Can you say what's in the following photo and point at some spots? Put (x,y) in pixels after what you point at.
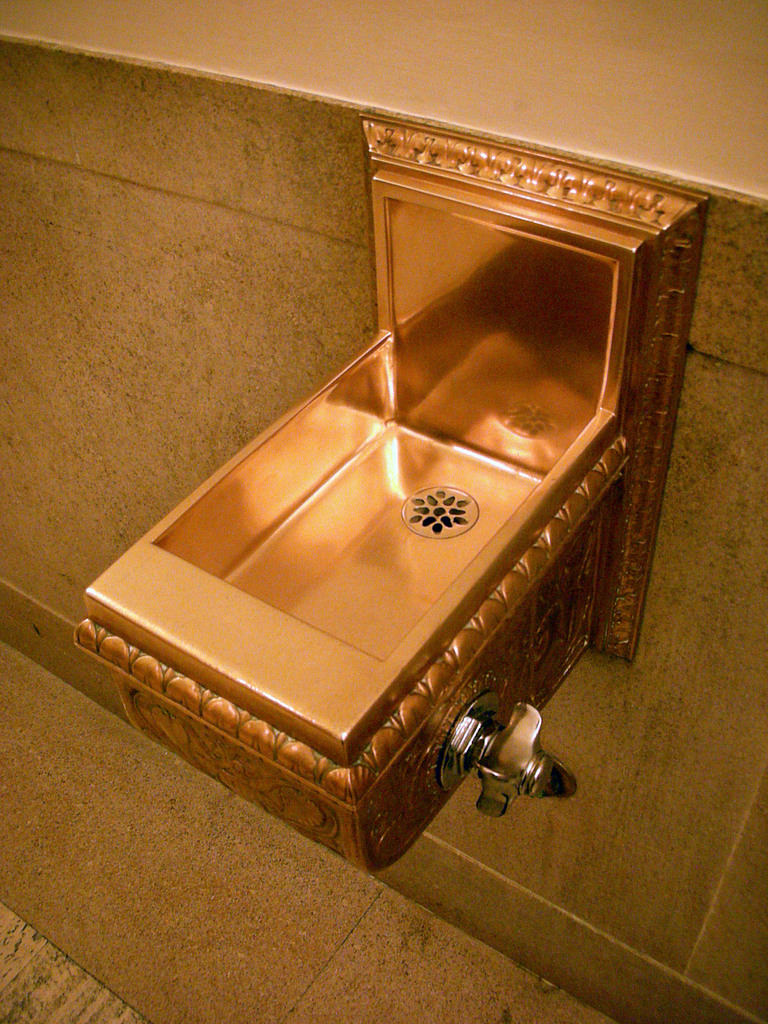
This image is clicked in the washroom (559,274). In the front (255,697), there is a sink (409,688). At the bottom (243,972), there is a floor (198,974). The sink (386,671) is fixed to the wall (21,548).
